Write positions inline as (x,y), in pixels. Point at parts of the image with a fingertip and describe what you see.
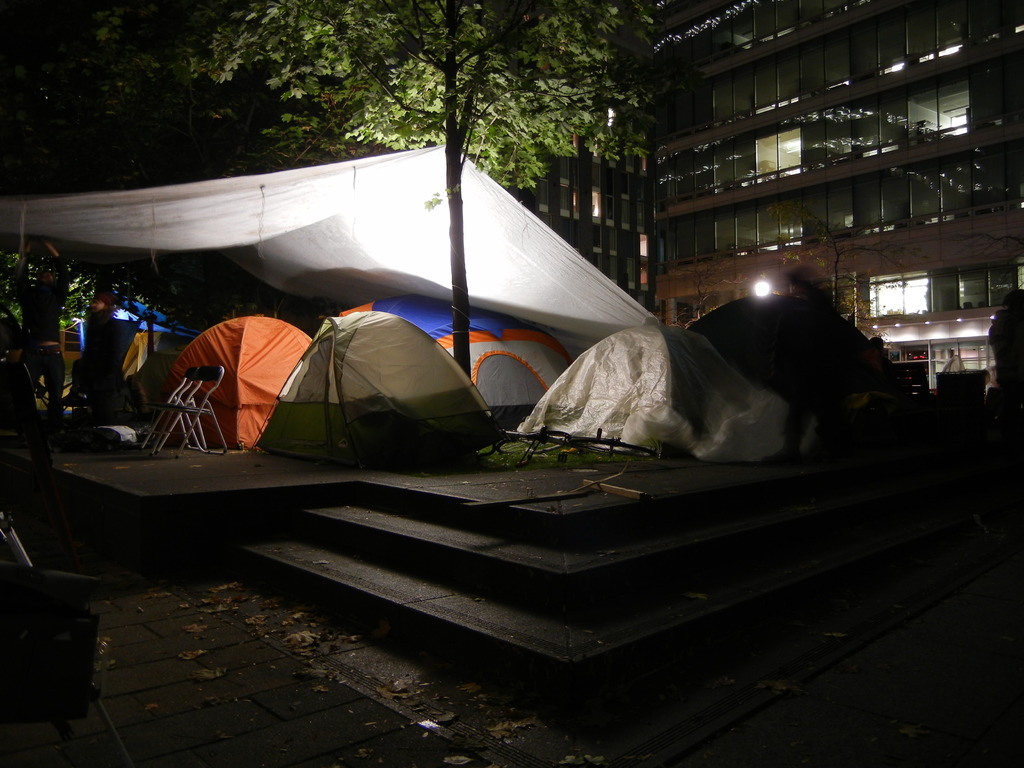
In this image, there are some tents (299,438). On the right side (756,264), we can see a building (729,219). We can see trees (269,22).
